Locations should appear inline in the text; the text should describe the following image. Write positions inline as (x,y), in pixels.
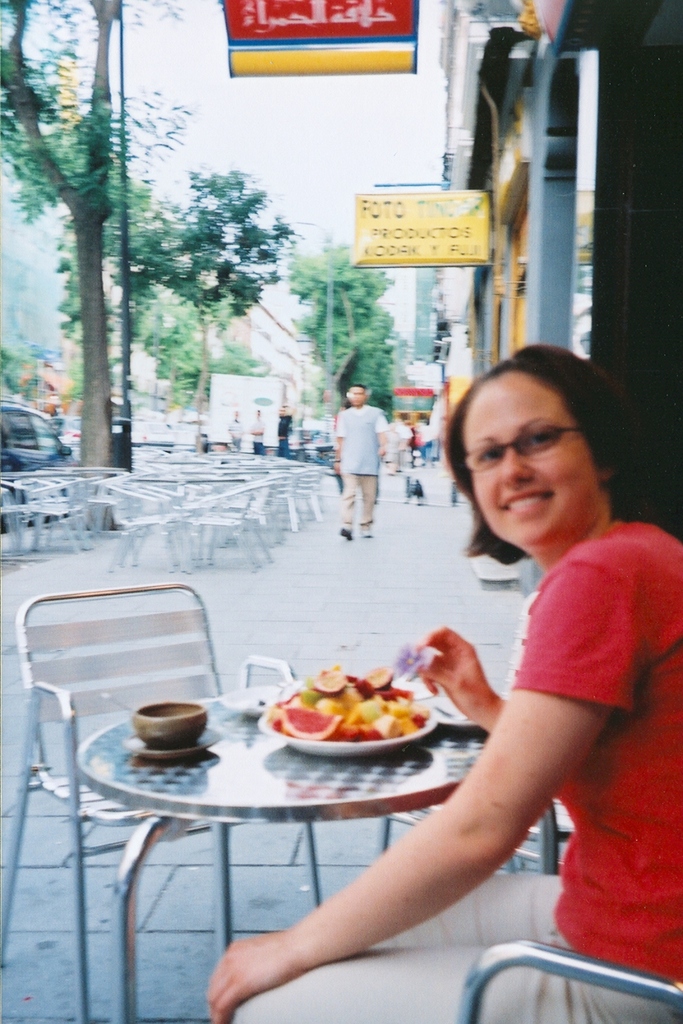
In this image i can see a woman (578,507) sitting there are some fruits (406,708) in a plate (405,699), a bowl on a table (256,782) in the back ground (365,452) i can see a person (356,423) walking, few chairs (195,482), a tree (176,390), board (256,35), sky (281,87), building (479,143).
